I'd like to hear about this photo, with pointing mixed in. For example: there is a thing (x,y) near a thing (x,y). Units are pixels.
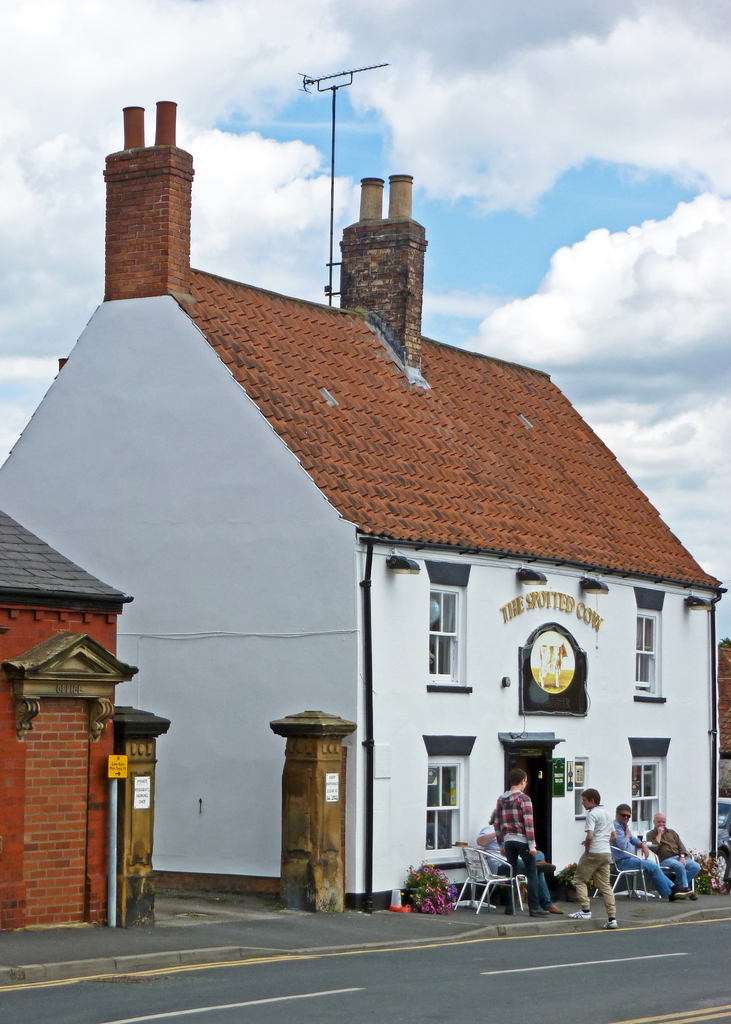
In this image there is a house (349,680) in middle of this image (335,561) which is in white color. There are some persons (599,876) at bottom right corner of this image (593,860) and there is a tower (330,266) at top of this house (352,267), and there is a cloudy sky (419,179) at top of this image (464,195) and there is a road (392,1006) at bottom of this image (327,962).
